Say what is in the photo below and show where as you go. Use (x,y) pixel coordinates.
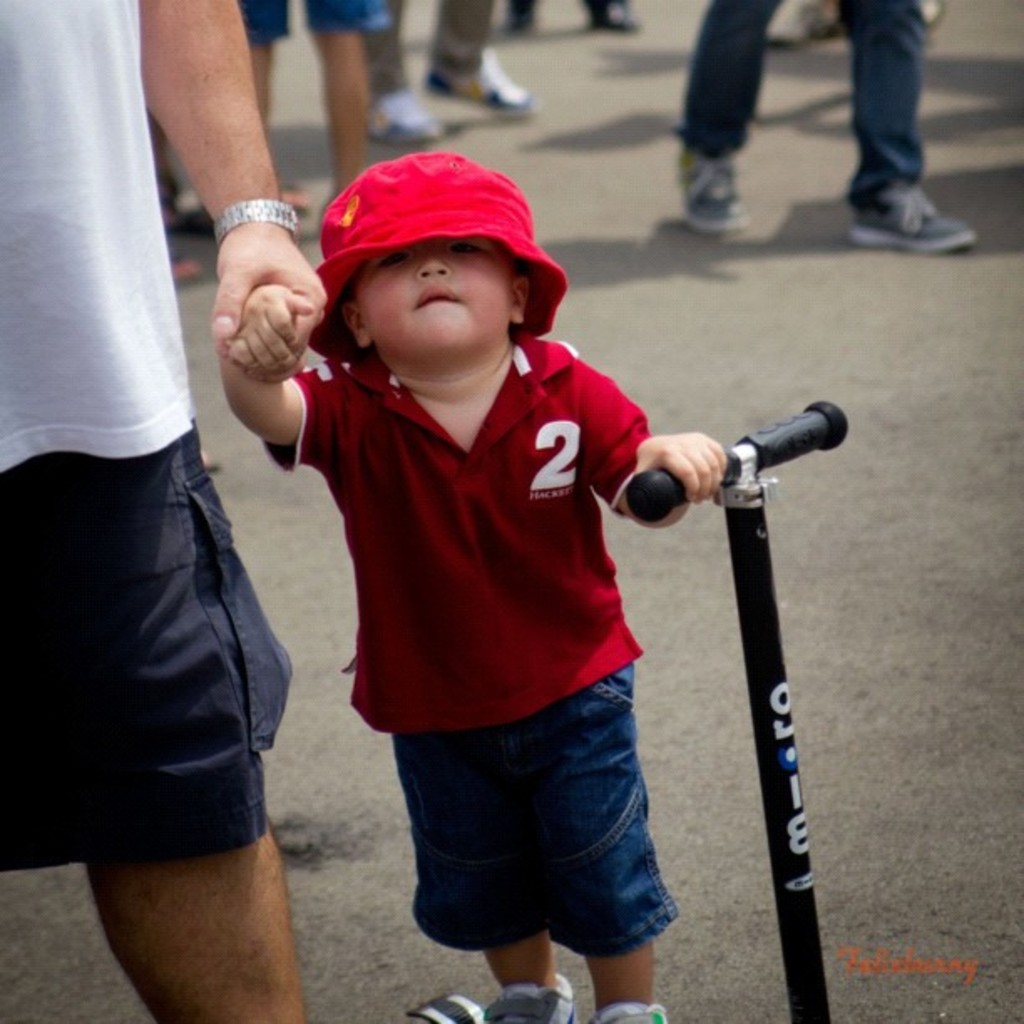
Here in this picture, in the middle (473,382) we can see a child (415,343) standing on the road (349,707) and we can see he is holding the handle (747,448) of a scooter (704,480) and wearing a red colored cap (425,170) and beside him we can see a person (112,280) standing and holding his hand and behind him also we can see other number of people (456,59) standing and walking on the road (558,10).
